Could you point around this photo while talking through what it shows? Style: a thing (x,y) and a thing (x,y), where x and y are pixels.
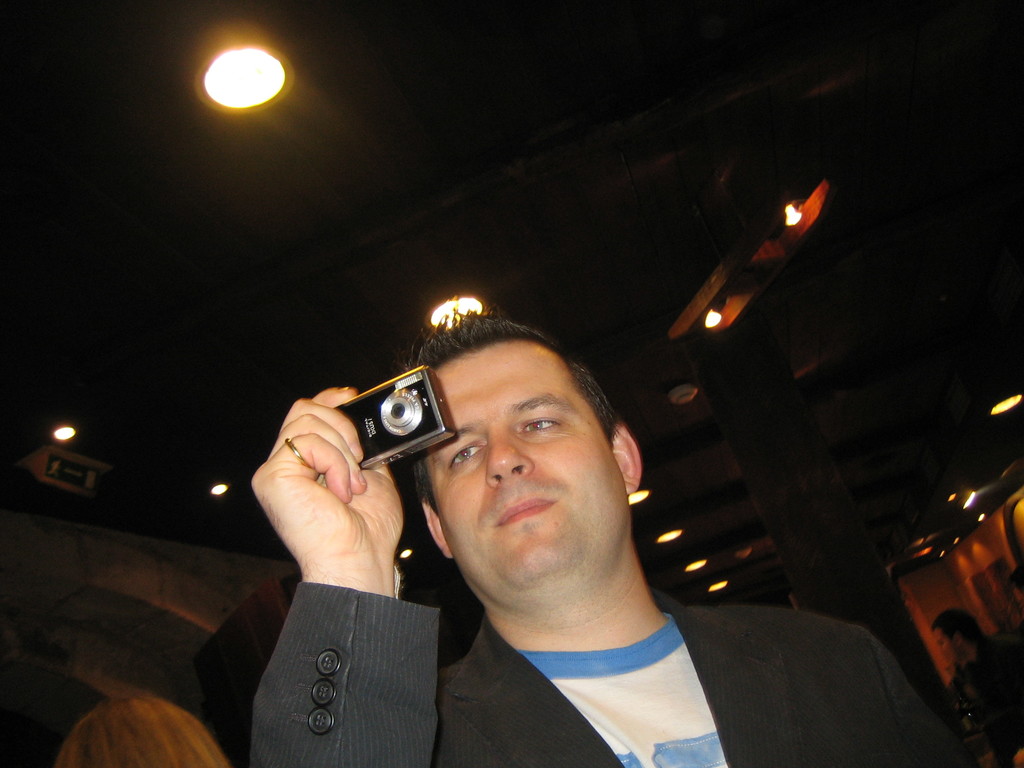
In the middle of the image (496,320) a man (333,430) is standing and holding a camera (405,399). At the top of the image (609,108) there is a roof (319,81) and light (219,54).
